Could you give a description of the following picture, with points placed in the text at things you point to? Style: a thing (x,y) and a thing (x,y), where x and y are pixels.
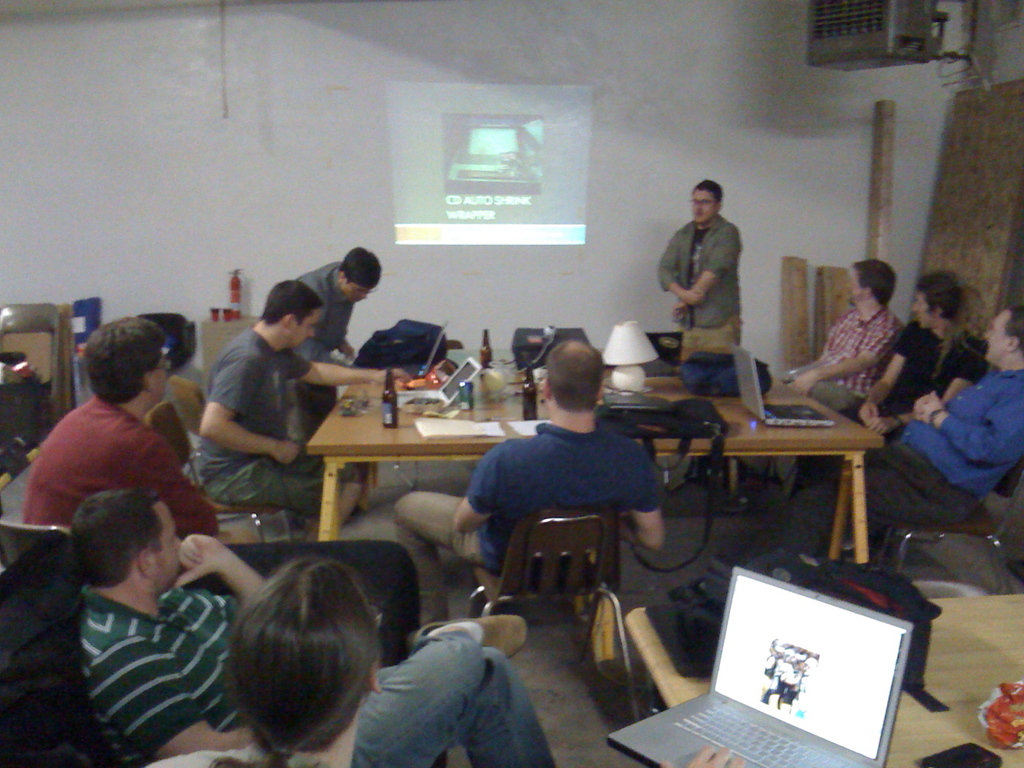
The image is inside the room (660,589). In the image there are group of people (167,538) sitting on chair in front of a table (793,393), on table (775,400) we can see a laptop (764,410), bag (693,409), lamp (630,346), bottle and right side (707,251) there is a man (708,269) standing in background (587,150) there is a wall (708,91), screen (492,180).
